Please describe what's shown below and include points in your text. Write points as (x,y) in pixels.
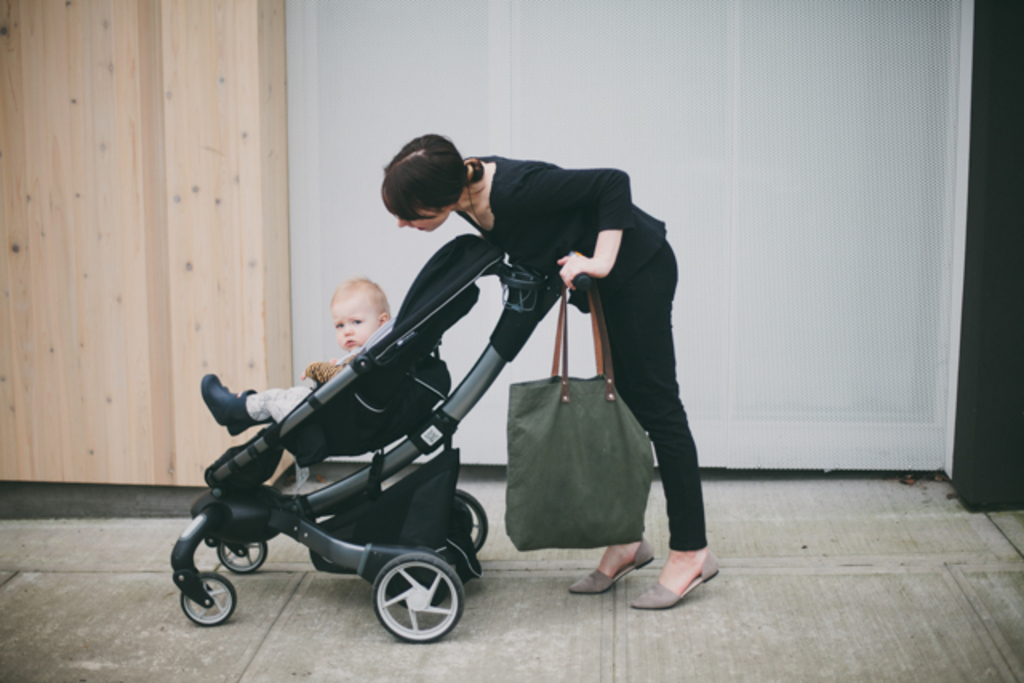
In this picture we can see woman (513,205) standing and holding stroller (406,332) with her hand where we have a child (338,361) on it and bag (597,359) is hanged to it and in background (265,346) we can see wall (746,167) and they are on the floor (531,637).
